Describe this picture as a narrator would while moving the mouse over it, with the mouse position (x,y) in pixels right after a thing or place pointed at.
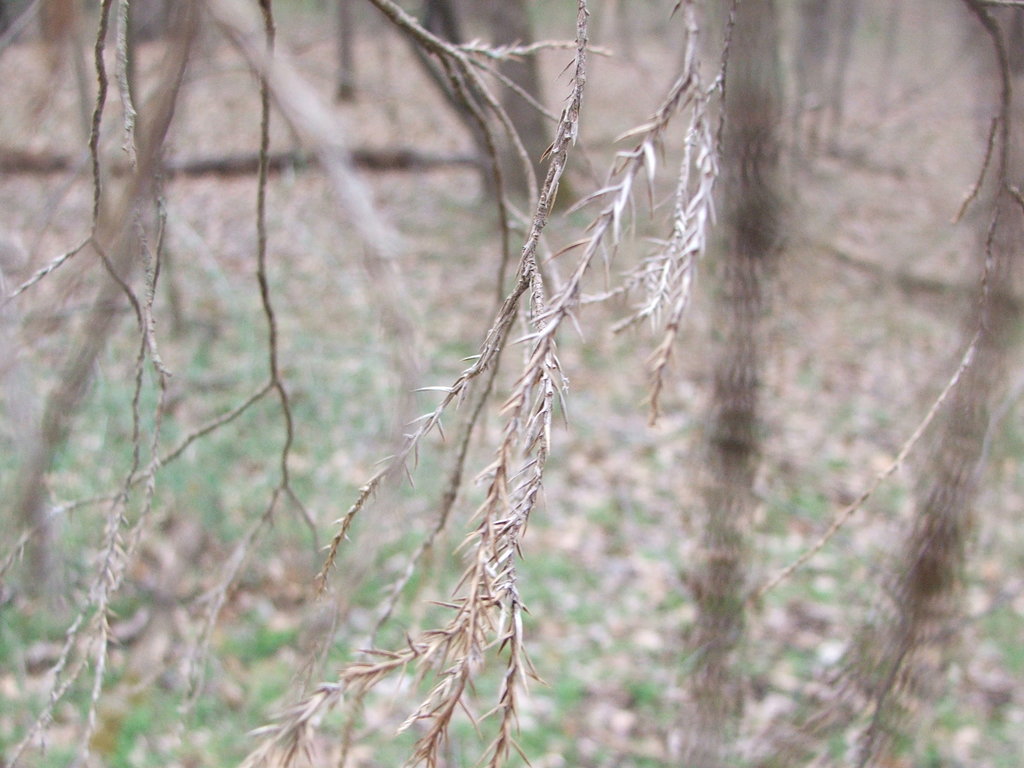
In this picture I can see the branches (102,594). In the background (646,326) I can see the trees (736,12), grass (349,375) and dry leaves (623,477).
